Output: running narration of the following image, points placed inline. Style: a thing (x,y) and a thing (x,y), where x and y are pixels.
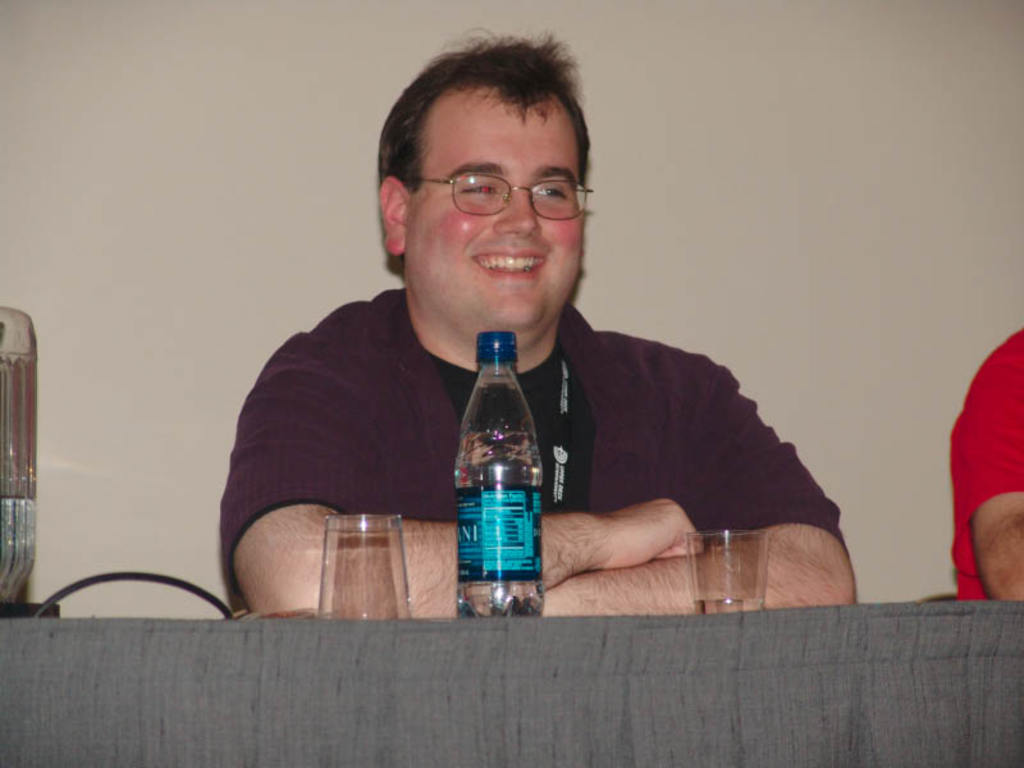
In the foreground of the picture (368,766) there is a desk (746,737), on the desk (153,764) there are glasses (710,566) and a water bottle (489,507). In the center of the picture (480,309) there is a person (462,367) seated, he is smiling. On the left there is a cable (164,580). On the right (998,445) there a person (991,456) in red dress (982,469). Background (168,290) it is wall (815,133) painted in white.
